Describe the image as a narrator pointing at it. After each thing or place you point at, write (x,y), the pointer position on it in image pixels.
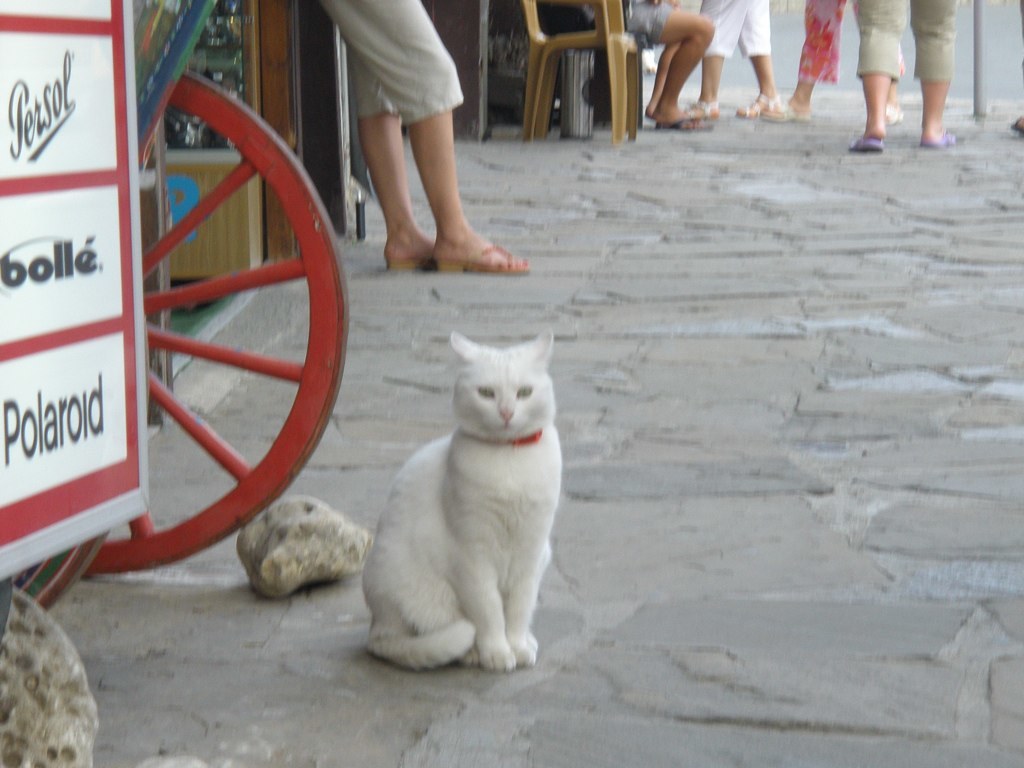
This picture is clicked outside. In the left corner (76,78) there is a board (19,414) and a Wheel (325,257). In the center (498,417) there is a white color Cat (473,445) sitting on the ground (458,700). Behind the cat (405,520) there is one stone (293,552) placed on the ground (285,660). On the top left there is a person (359,66) standing on the ground (580,255). In the top right corner (866,56) there is a group of people (863,51) seems to be walking. In the background (636,26) there is one person (663,26) sitting on the chair (629,56).
